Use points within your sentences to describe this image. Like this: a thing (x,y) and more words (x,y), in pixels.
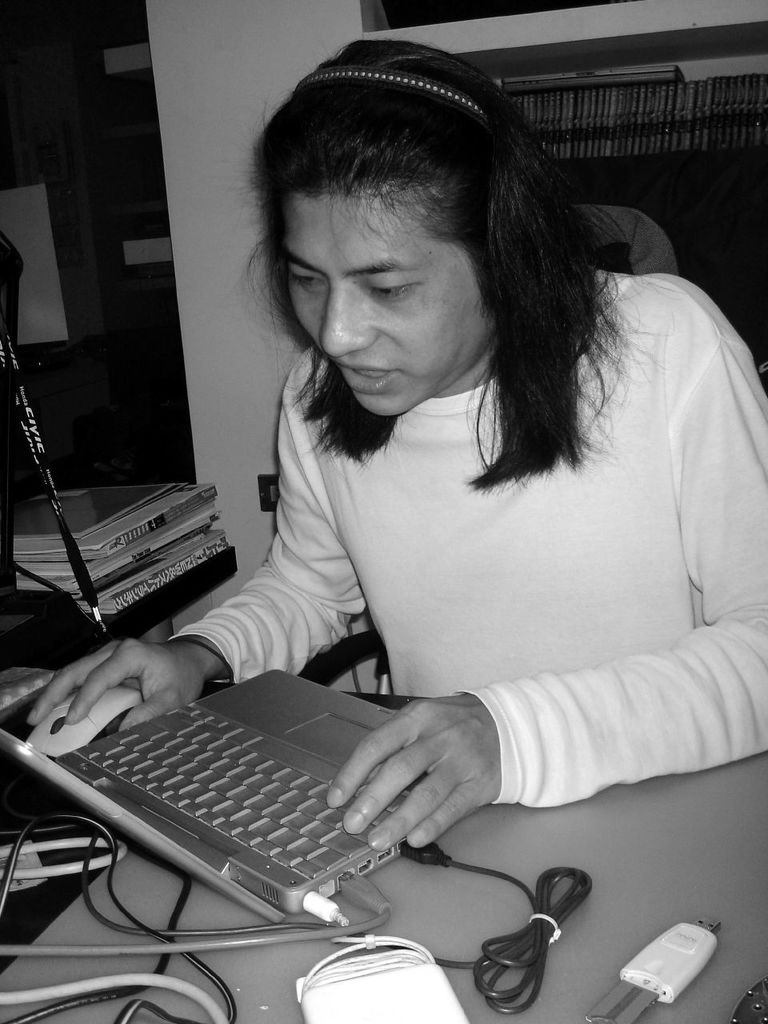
This woman (549,433) is sitting on a chair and working on her laptop (345,804). On this table (529,852) we can see cables (357,944), laptop (186,773) and mouse (40,727). This rack (651,21) is filled with books (611,112). Here we can see books (160,518).
